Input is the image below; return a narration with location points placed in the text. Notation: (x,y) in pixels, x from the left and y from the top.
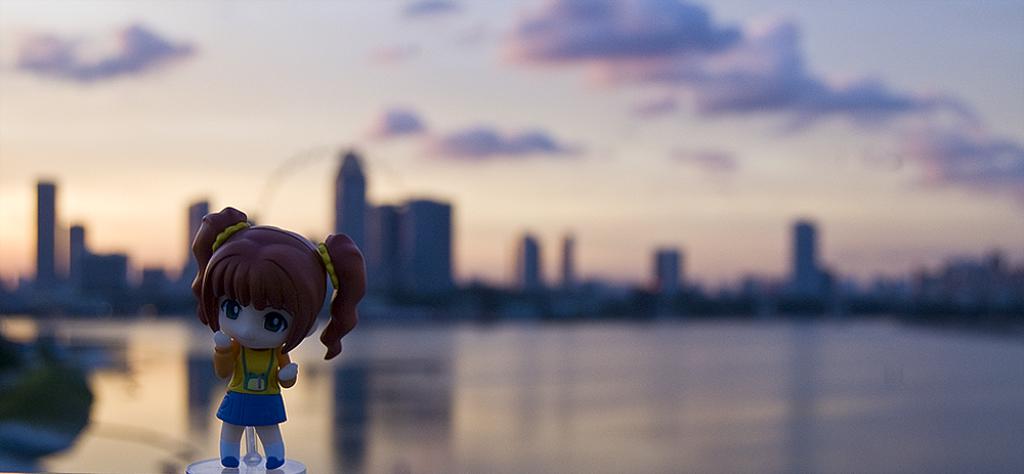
In this image there is a doll of a girl (254,379). Behind there is a lake (588,399). Background (952,278) there are buildings (935,275). Top of the image (572,70) there is sky (653,71) with some clouds (733,104).
